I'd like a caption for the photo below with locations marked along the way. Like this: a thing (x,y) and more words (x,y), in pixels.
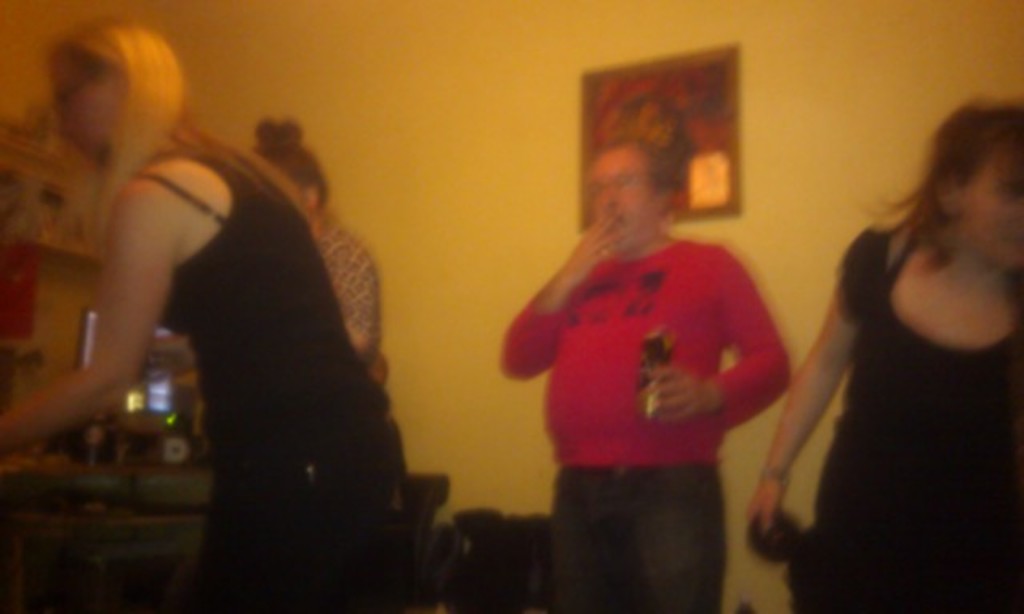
In this picture there is a woman (287,295) wearing black top (209,406) standing in the front (245,372). Beside there is a another man (661,450) wearing red color t-shirt (661,434) and holding a can (665,340) in the hand (685,411). Beside there is a woman (892,483) wearing a black top (916,521). In the background (732,205) we can see a photo frame (679,88) on the yellow color wall (429,208).
